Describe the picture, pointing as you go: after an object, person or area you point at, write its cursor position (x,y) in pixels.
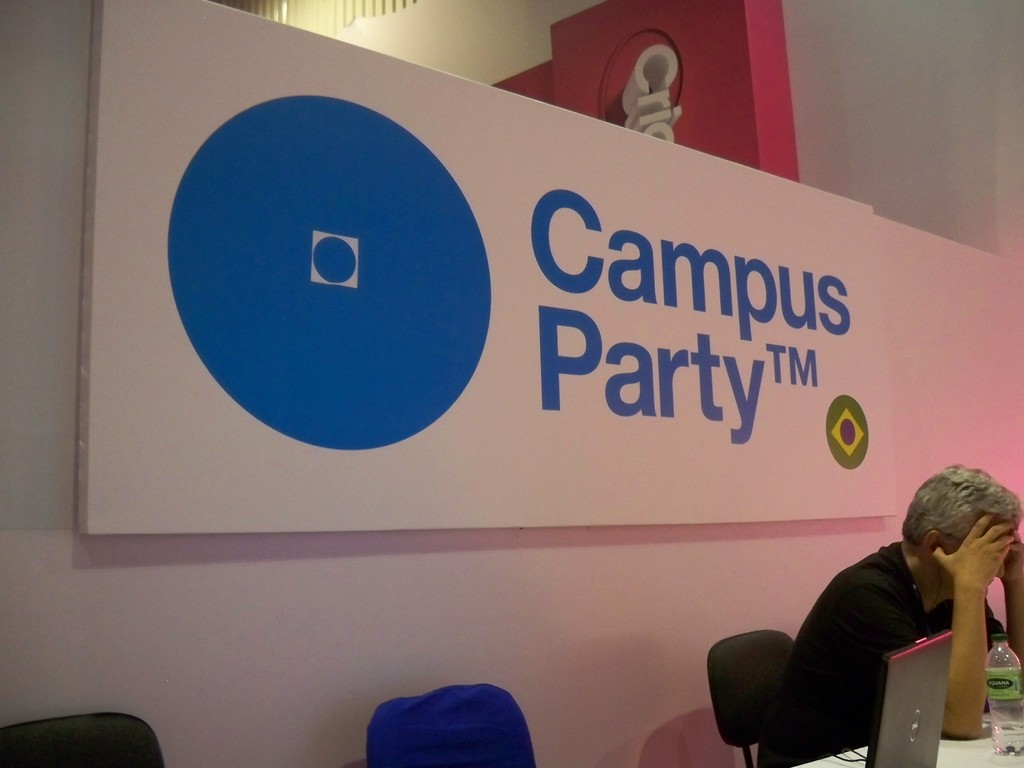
In this image there is a name board (813,498) with a logo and a trade mark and there is a person (890,559) sitting in chair (734,688), there is laptop (940,702), bottle (1013,744), table (989,758), chair (476,693).
